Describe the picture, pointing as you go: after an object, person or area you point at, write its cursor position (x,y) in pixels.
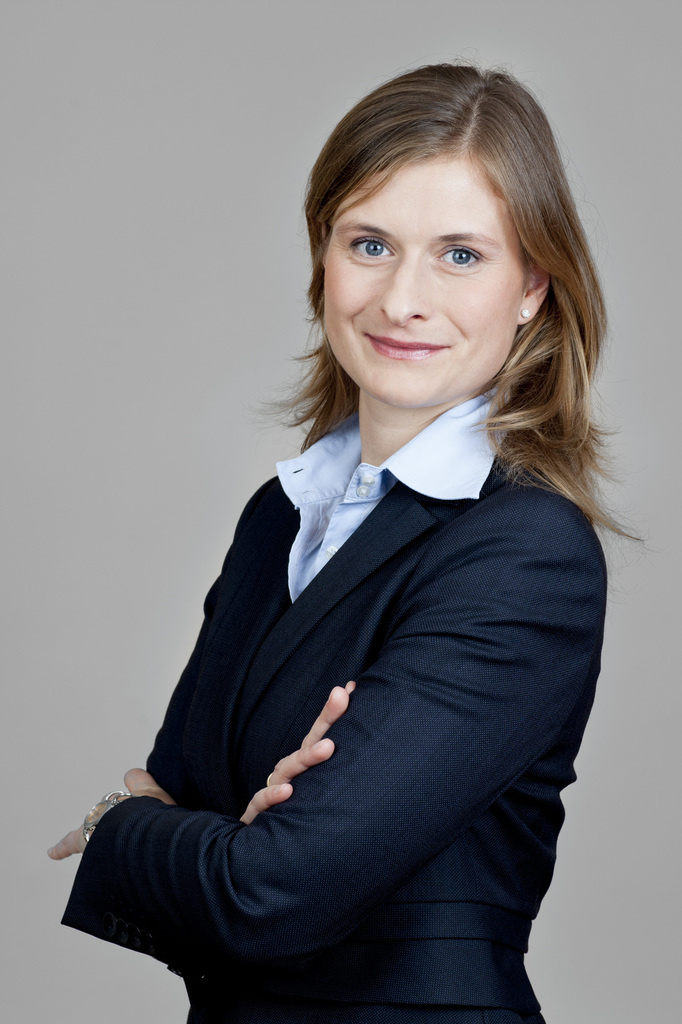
In this image we can see a woman (219,947) and she is smiling.
